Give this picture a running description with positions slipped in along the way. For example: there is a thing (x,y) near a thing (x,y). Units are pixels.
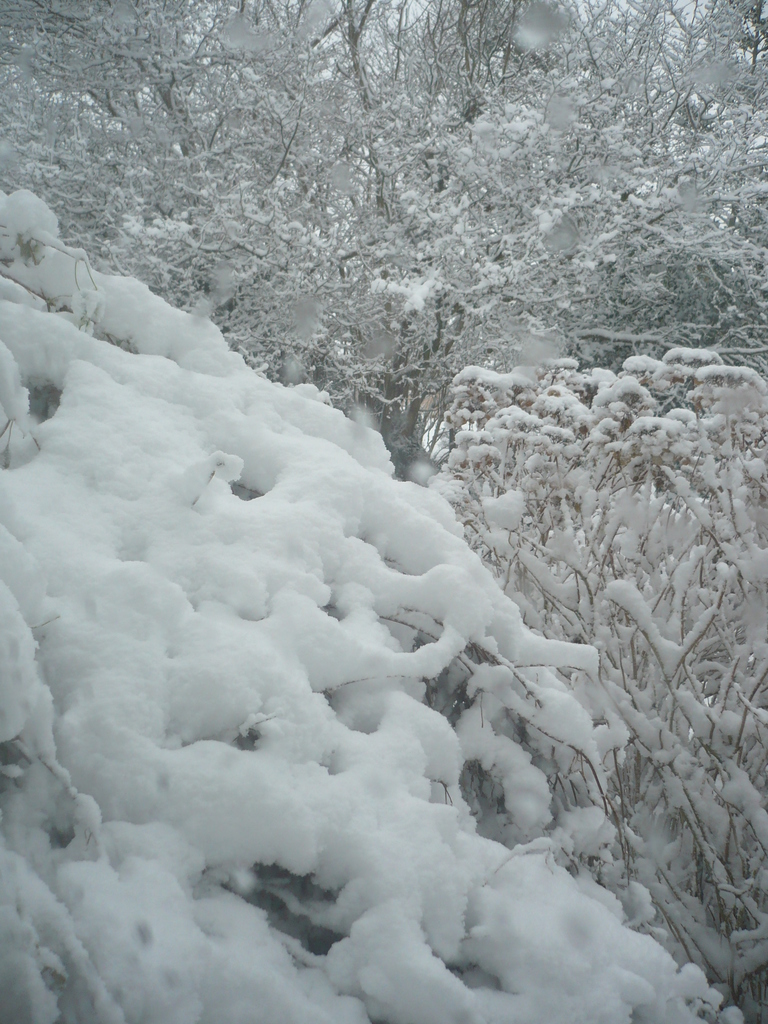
In this image I can see few trees (385,180) with snow (321,544) on them and I can see the sky (422,39) in the background (395,8).
